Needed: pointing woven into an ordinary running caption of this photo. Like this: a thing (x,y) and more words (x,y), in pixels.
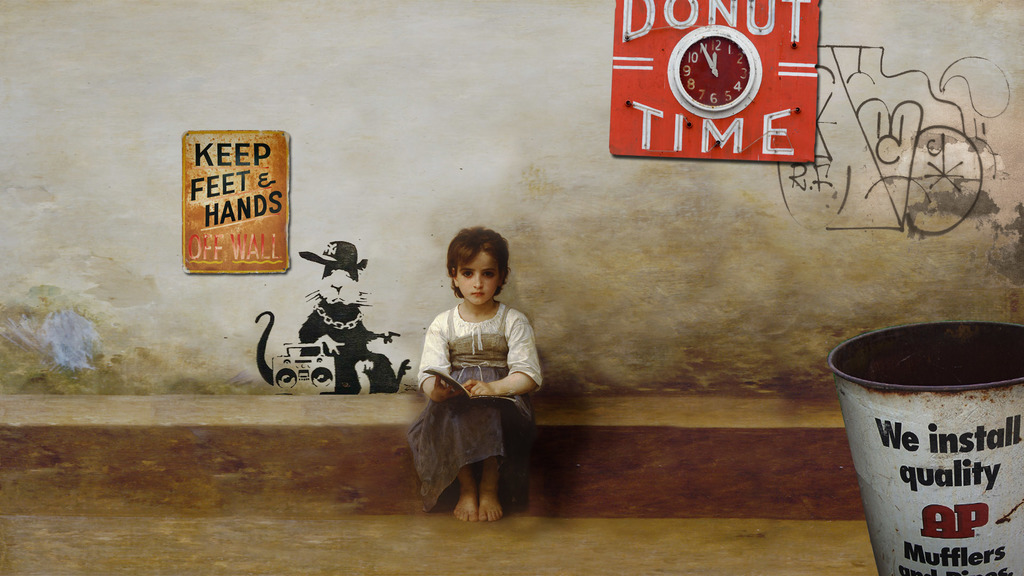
In this image there is a girl (478,356) who is sitting on the wall (399,437). In the background (402,64) there is a wall (423,104) on which there are painting (881,184) and a wall clock (726,61). On the right side (910,430) there is a dustbin (953,493). On the left side (226,180) there is a board (243,187) which is attached to the wall (215,118).
